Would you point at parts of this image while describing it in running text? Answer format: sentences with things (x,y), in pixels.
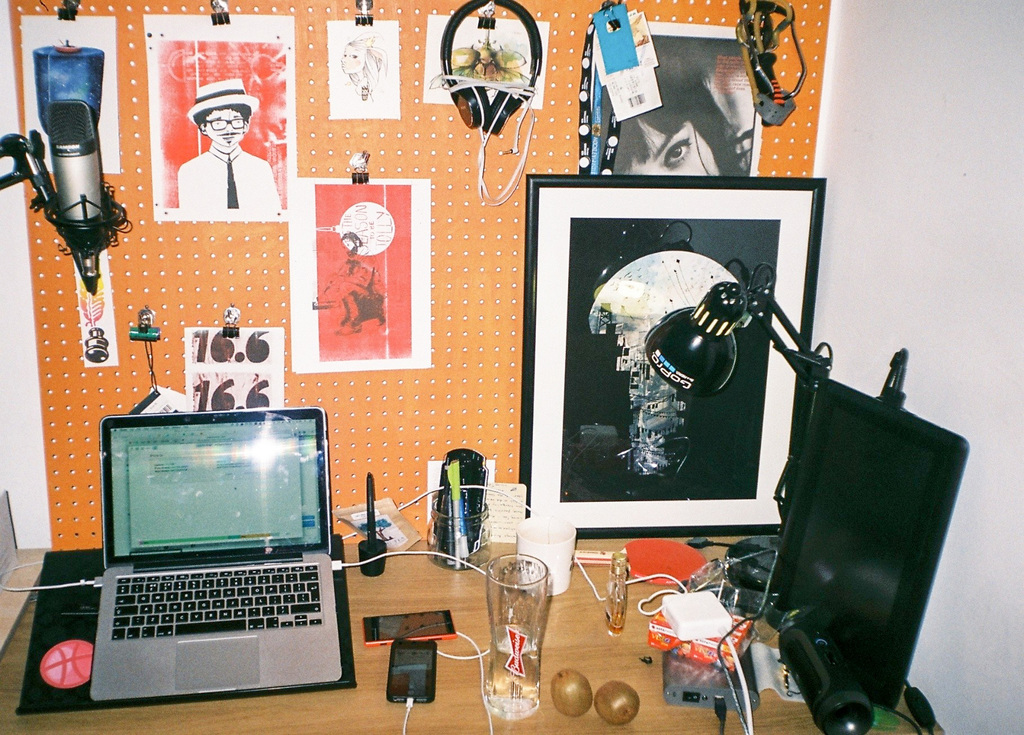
In this image I can see some objects (526,620) on the table (630,668). In the background (684,418), I can see some depictions (353,207) on the wall (440,141).
